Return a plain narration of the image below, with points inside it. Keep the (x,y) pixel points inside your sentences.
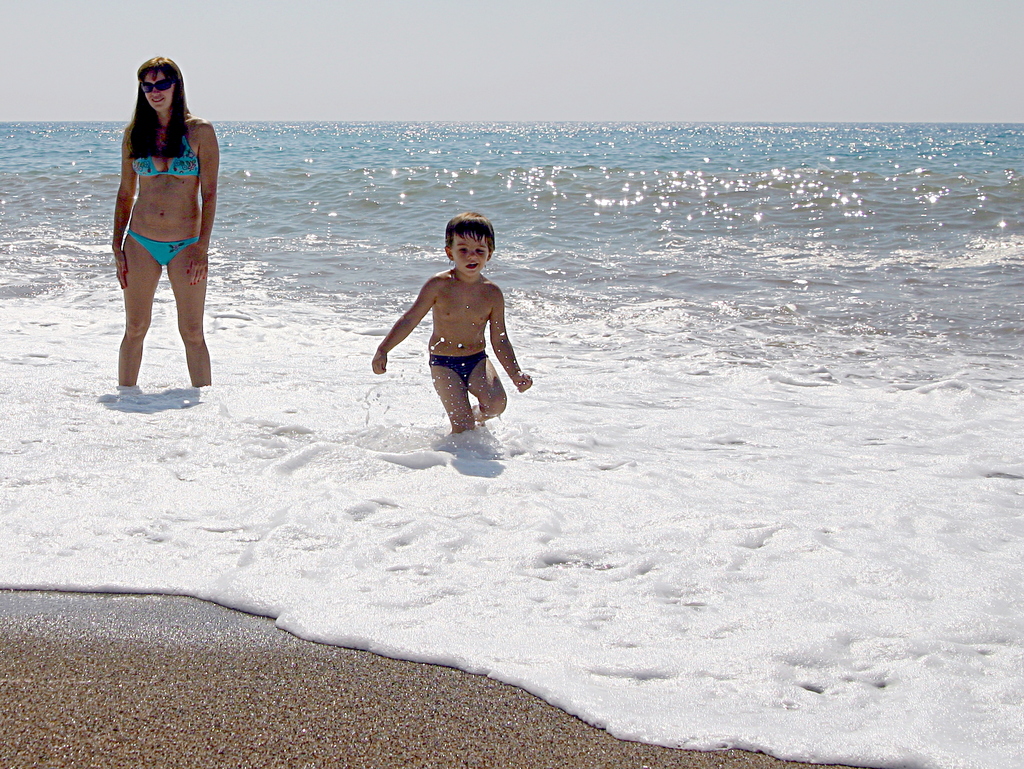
In this picture in the center (456,425) there are persons (187,262) standing in the water (365,334). In the background (483,179) there is an ocean (624,172).
